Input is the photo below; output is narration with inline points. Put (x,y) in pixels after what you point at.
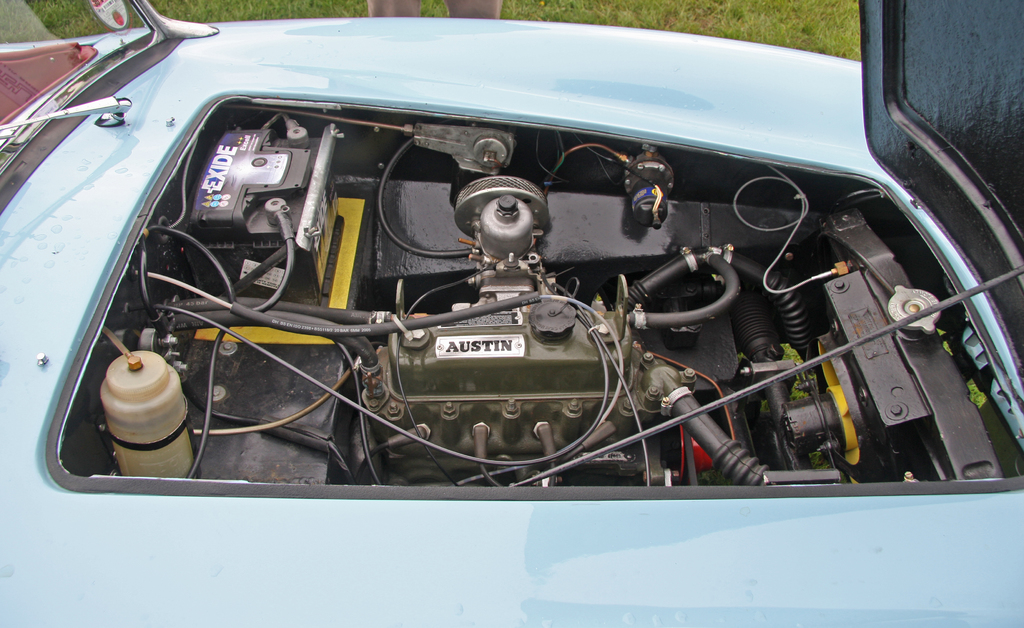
In this image I can see car (473,190) and I can see vehicle part (360,159) of the car (267,246) and I can see person leg (478,3) visible at the top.
